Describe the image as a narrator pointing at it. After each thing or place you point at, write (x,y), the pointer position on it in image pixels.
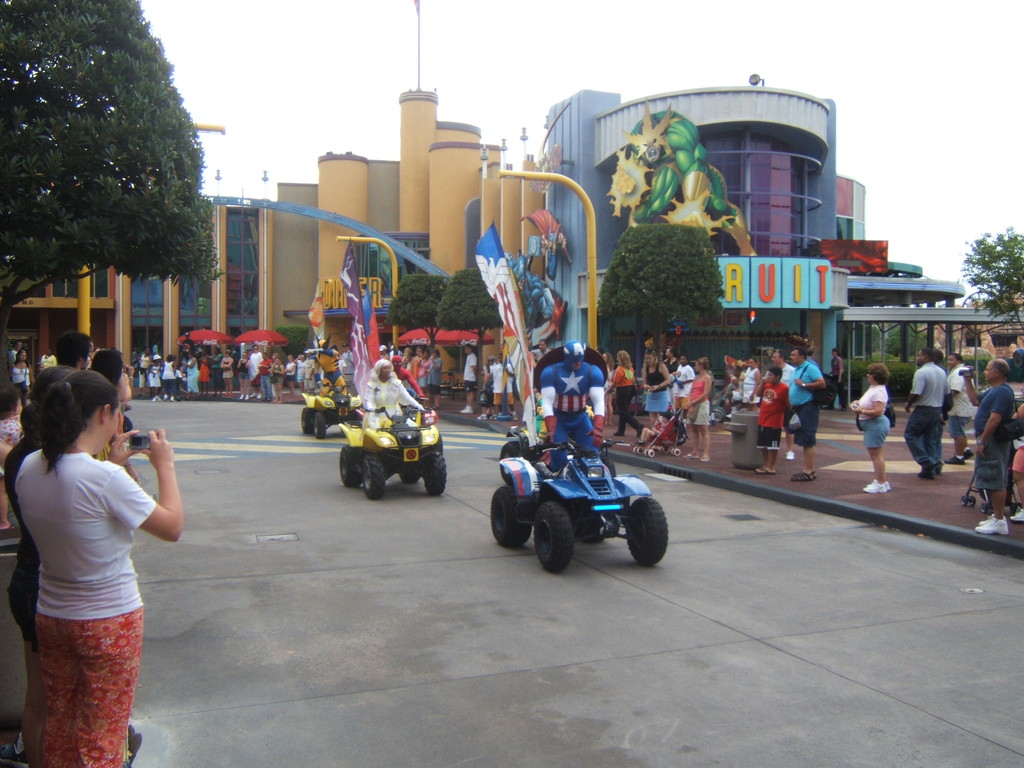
In this picture I can see some people (596,398) were riding the vehicle (390,451). In the background (1021,445) I can see many people (967,424) who are standing near to the buildings (784,272) and trees (983,265). At the top (295,73) I can see the sky (344,52). On the left (70,448) there is a woman (88,448) who is holding a mobile phone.
